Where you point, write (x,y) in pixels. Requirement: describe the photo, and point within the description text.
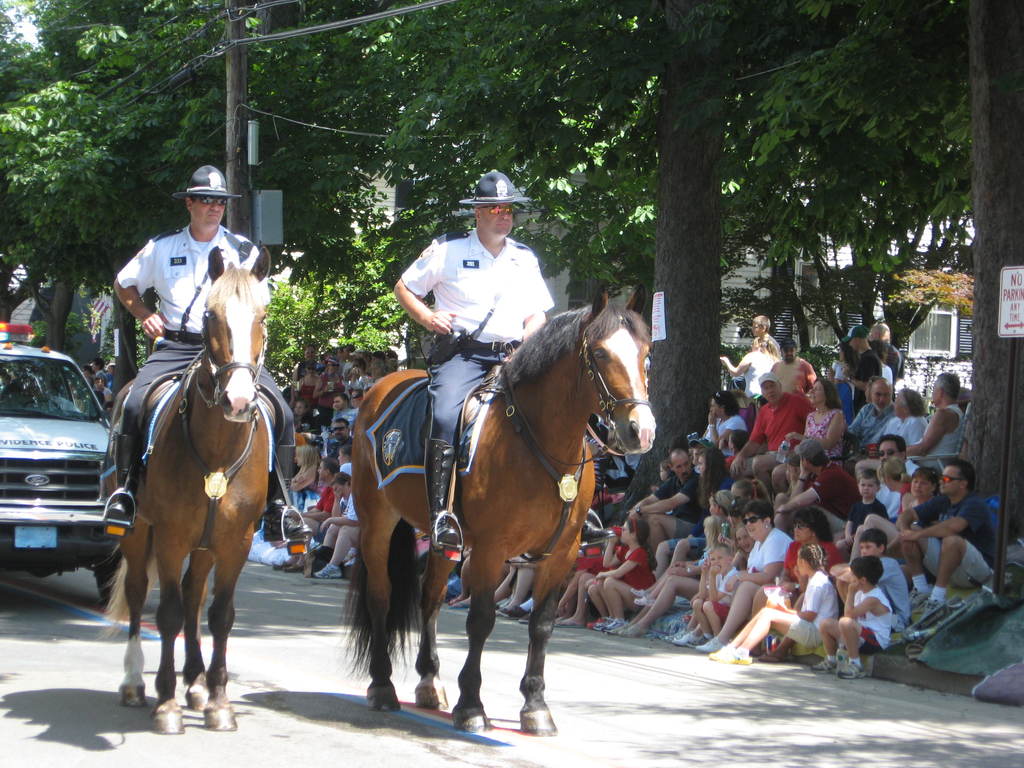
In this picture I can observe two brown and white color horses (130,700) on the road (276,716). There are two persons (190,291) sitting on the horses (247,539), wearing hats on their heads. Behind the horses (158,441) there is a car (27,497) on the road (99,757). I can observe some people (831,480) sitting on the side of the road (372,755). There are men (814,468), women (757,562) and children (807,576) in this picture. In the background (366,121) there are trees (393,126).
